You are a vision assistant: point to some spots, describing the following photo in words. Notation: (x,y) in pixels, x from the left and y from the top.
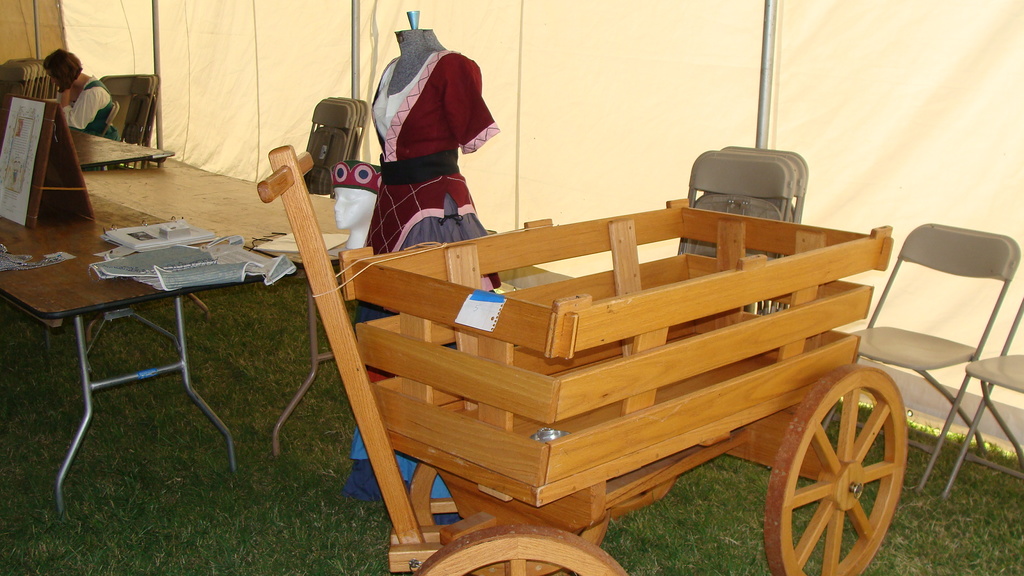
In the picture we can see some cart (441,246), chairs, table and some dress (395,249) and one woman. In the background (898,117) we can find a curtain wall (915,113).
